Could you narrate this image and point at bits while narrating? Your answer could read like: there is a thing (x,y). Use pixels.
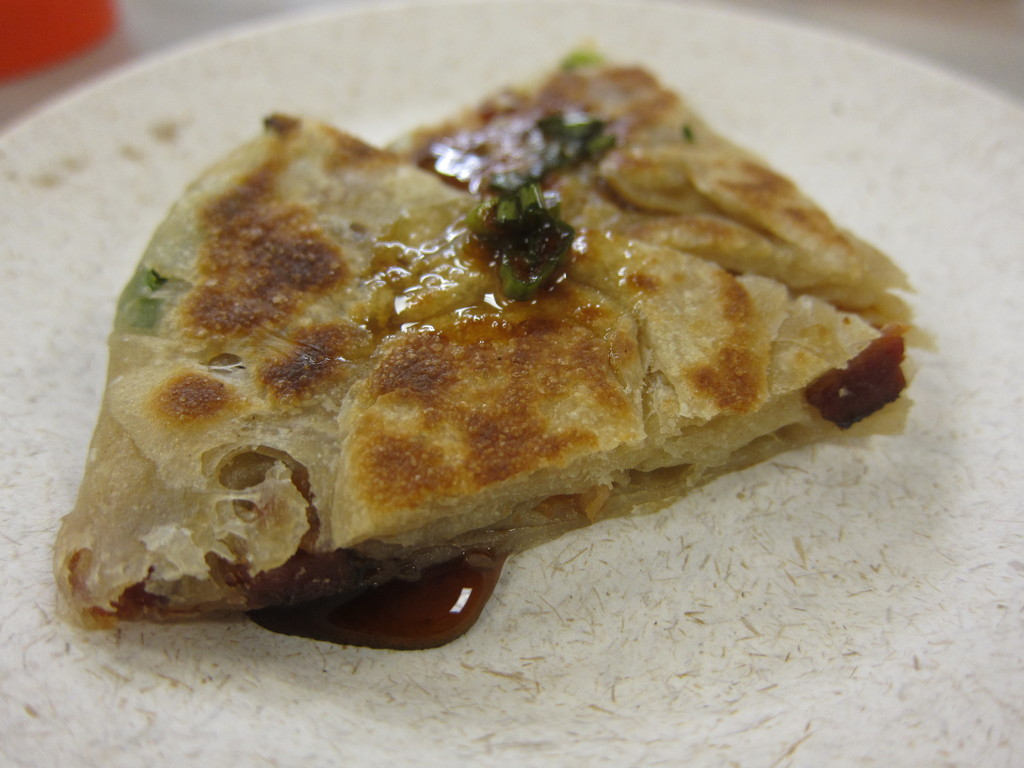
This is a zoomed in picture. In the center (677,507) there is a white color plate (647,746) containing some food item (570,321) seems to be the sandwich (401,270). The background of the image (5,76) is blurry.
